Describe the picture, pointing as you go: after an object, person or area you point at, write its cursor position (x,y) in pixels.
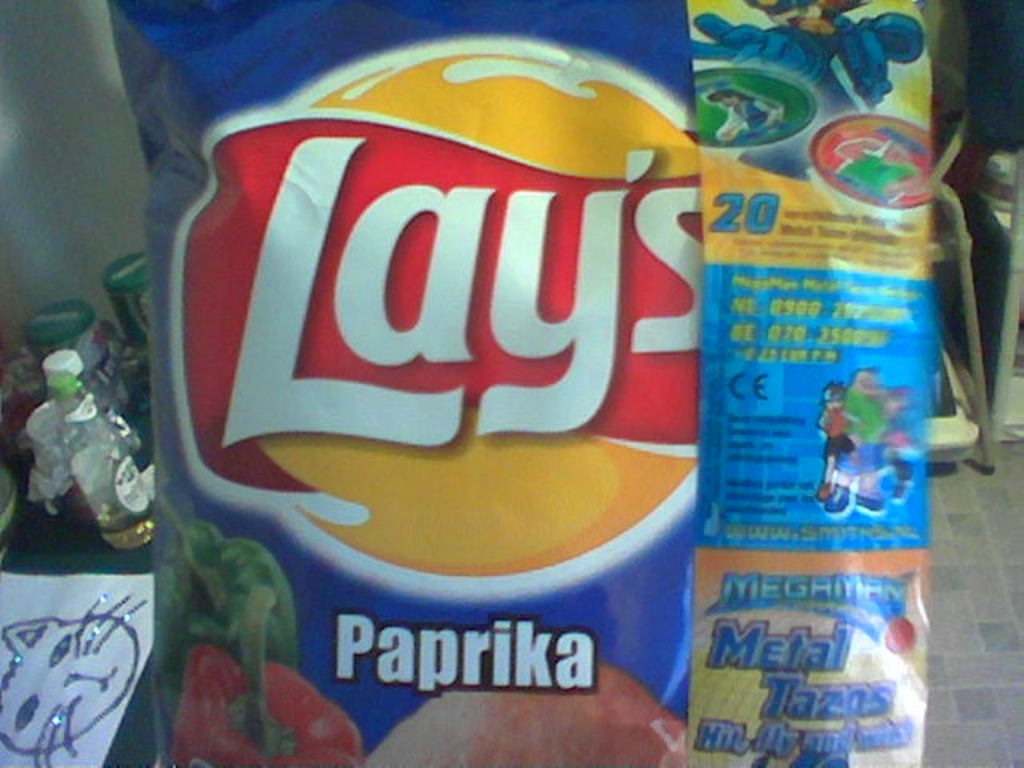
There is a cover (319,277) with something written on that. In the back (68,470) there are bottles (69,415), paper (57,640) and many other things (973,339).
